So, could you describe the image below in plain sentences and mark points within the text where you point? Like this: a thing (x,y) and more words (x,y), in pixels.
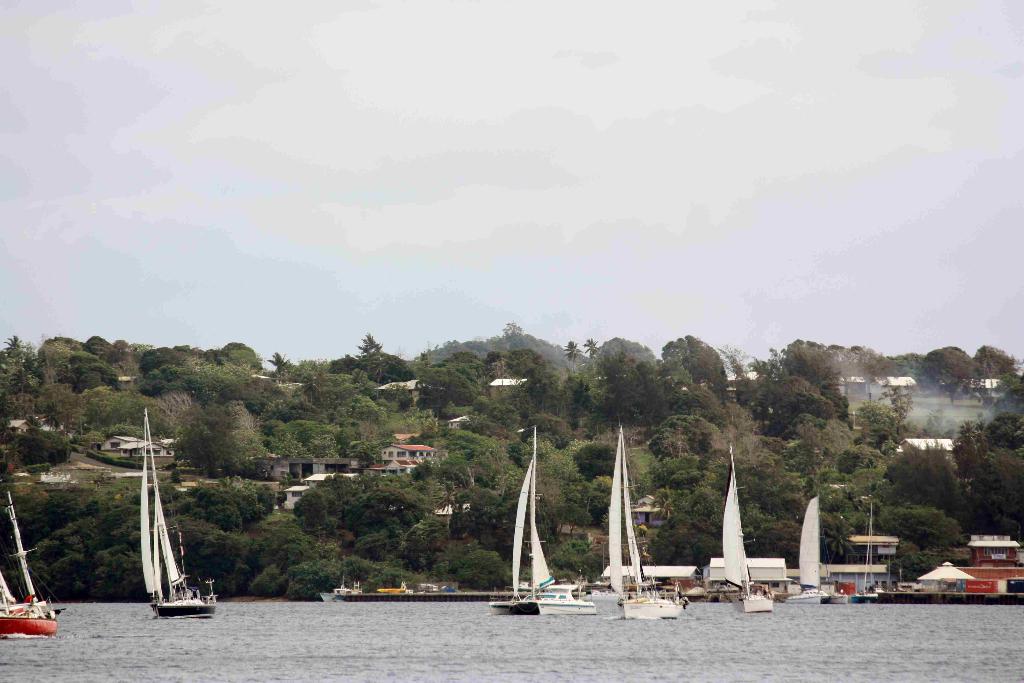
This is an outside view. At the bottom (288,622) there are many ships (490,606) on the water (376,652). In the middle of the image (509,440) there are many trees (445,427) and buildings (411,454). At the top of the image (624,147) I can see the sky (590,108).
